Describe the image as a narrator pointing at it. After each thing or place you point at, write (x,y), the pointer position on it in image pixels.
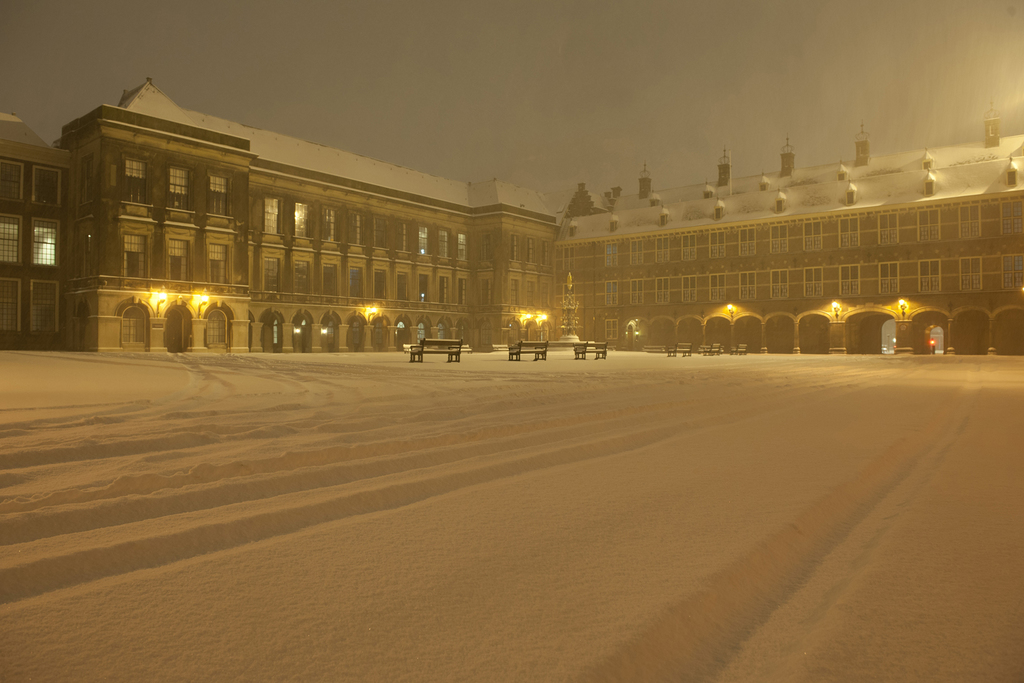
In this image I can see few benches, background (244,330) I can see the building (425,281) in brown and white color. I can also see few lights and the sky (690,121) is in dark grey color.
